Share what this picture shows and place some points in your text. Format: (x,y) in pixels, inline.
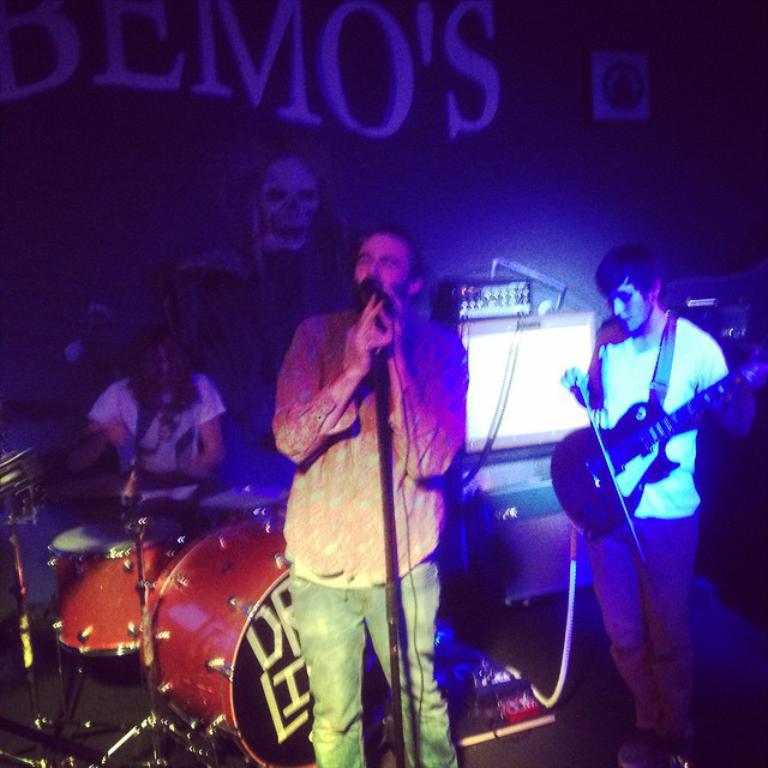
2 persons (322,369) are standing. the person (675,388) at the right (628,477) is holding guitar (602,469). the person (358,363) at the center (371,321) is singing. behind them there are drums (206,532) and a person (152,435) is playing that. behind that there is a wall (291,121) on which bemo's is written.
